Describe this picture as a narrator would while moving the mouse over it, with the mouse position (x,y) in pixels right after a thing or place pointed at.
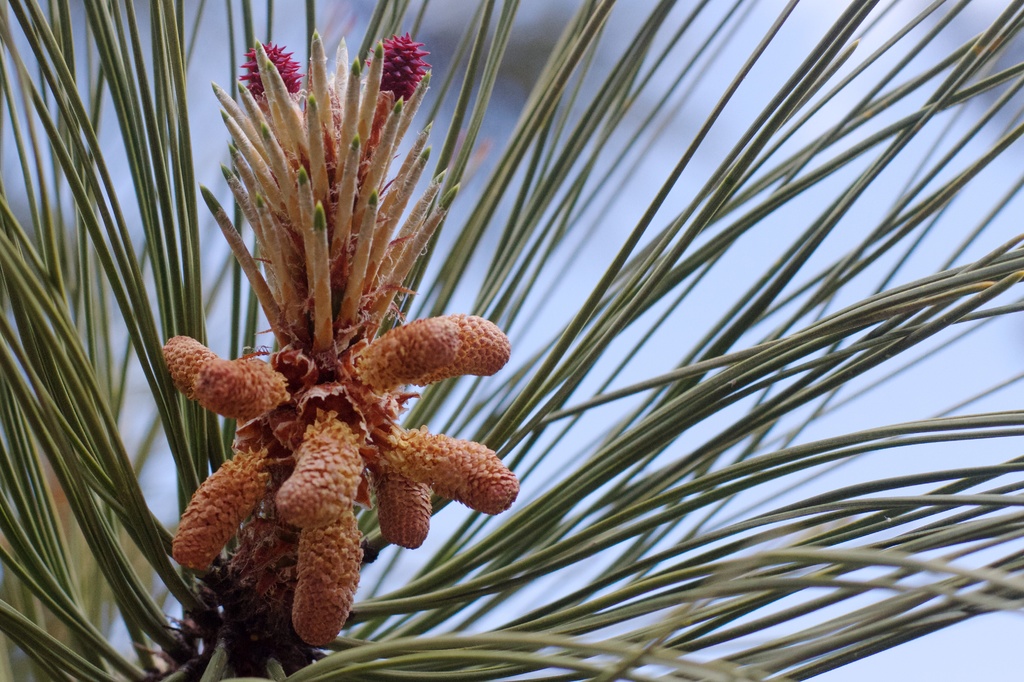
In this picture there is a plant (318,189). In the foreground of the picture (315,270) there are flowers (368,376) and buds (399,489) of the plant (138,125). The background (997,645) is blurred.
